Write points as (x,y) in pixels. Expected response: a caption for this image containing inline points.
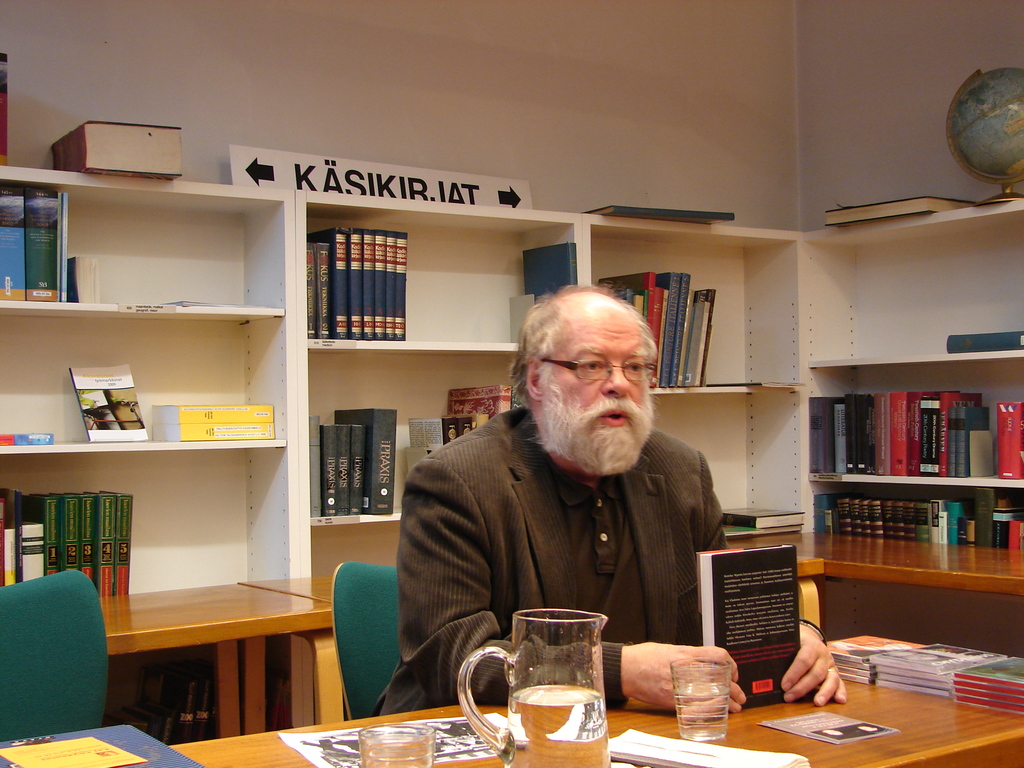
In this picture we can see a man (626,623) sitting on a chair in front of a table (765,710), there are some books (790,643), two glasses (363,748), a jar (522,724) present on the table (790,739), in the background (911,362) there are some shelves (440,263), we can see some files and books (367,337) on the shelves (367,363), there is a globe (964,131) here, in the background (818,163) there is a wall (570,106), we can see a board (408,190) here.
